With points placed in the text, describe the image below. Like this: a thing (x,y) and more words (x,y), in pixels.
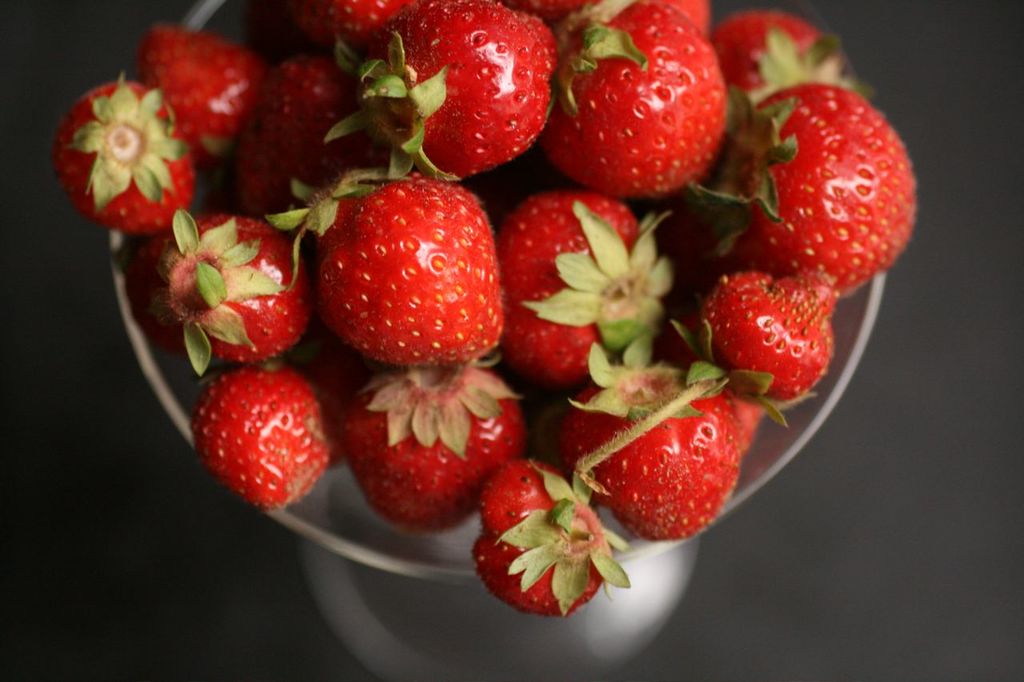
In this image, we can see strawberries (487,220) in the jar (430,541). At the bottom (829,587), there is a table (847,567).
